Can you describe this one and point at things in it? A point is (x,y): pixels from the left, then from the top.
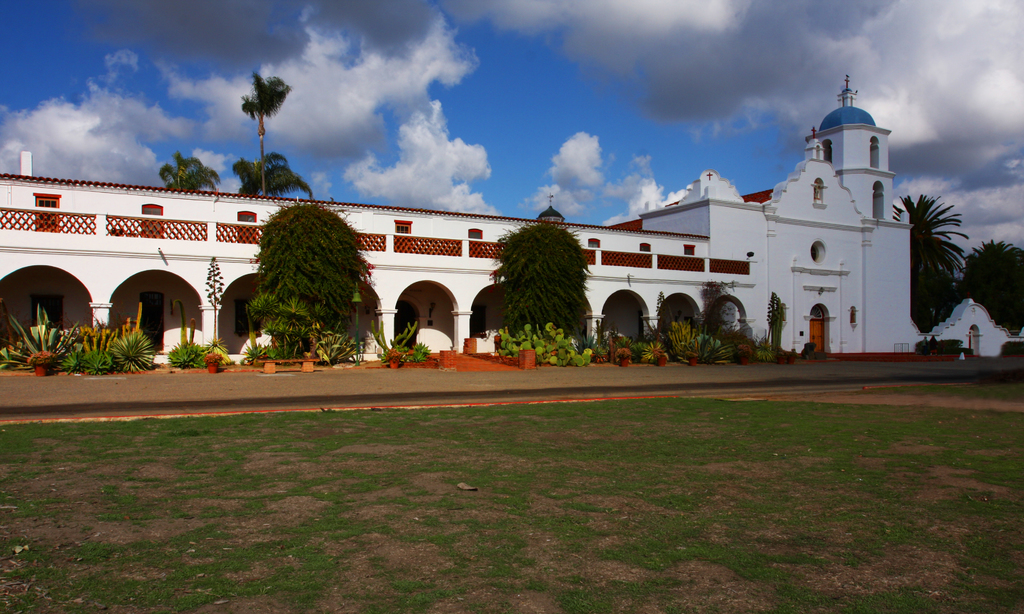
In this image I see a building (870,183) and I see number of plants (574,348) and trees (991,259) and I see the path (910,362) over here and I see the grass (505,488). In the background (247,49) I see the sky (374,103) which is cloudy.
